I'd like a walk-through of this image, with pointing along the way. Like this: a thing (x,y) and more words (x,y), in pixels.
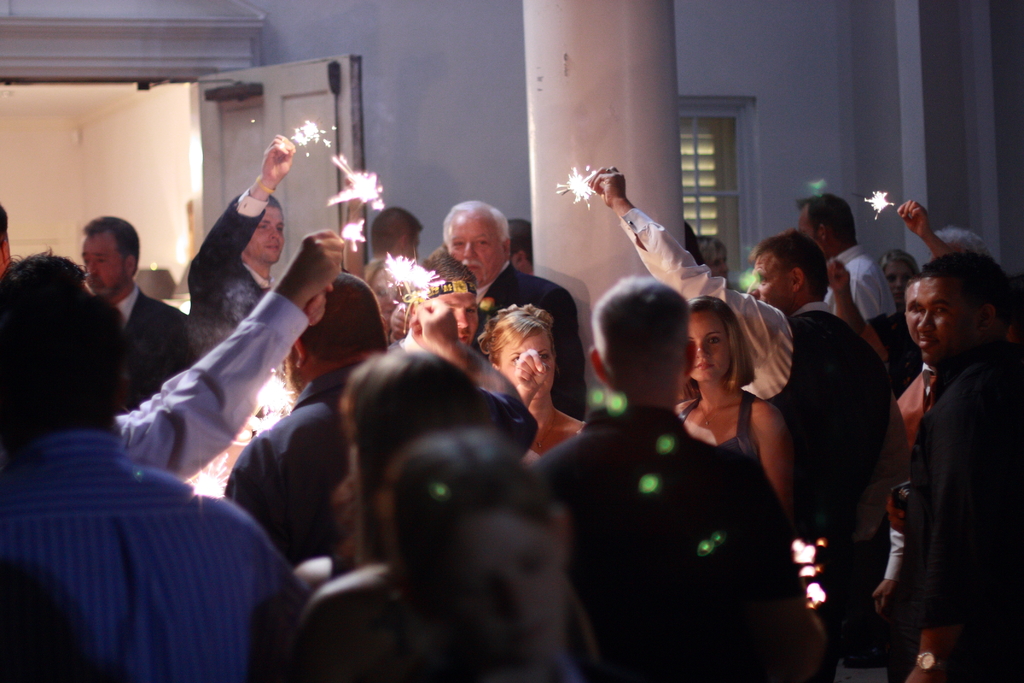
In this picture there are people (59,549) in the image, they are lighting crackers (559,186) in the image and there is a pillar (554,198) at the top side of the image (624,15) and there is a door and a window (738,186) in the background area of the image (705,144).
